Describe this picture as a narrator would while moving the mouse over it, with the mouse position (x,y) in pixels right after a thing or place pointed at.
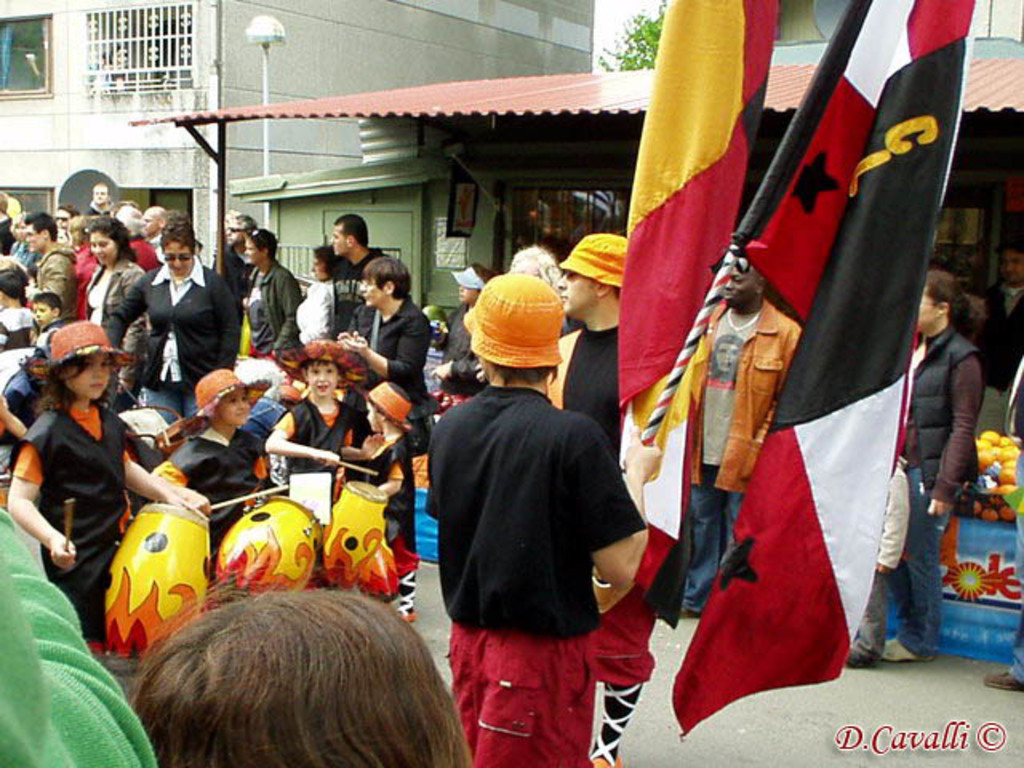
In the picture we can see some people (629,509) are standing and some children (409,459) are also standing with different costumes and some are holding some flags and behind we can see some house (314,215) with shed (316,194) and building (292,171) beside it with windows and behind the building (294,82) we can see a part of the plant (643,63).
